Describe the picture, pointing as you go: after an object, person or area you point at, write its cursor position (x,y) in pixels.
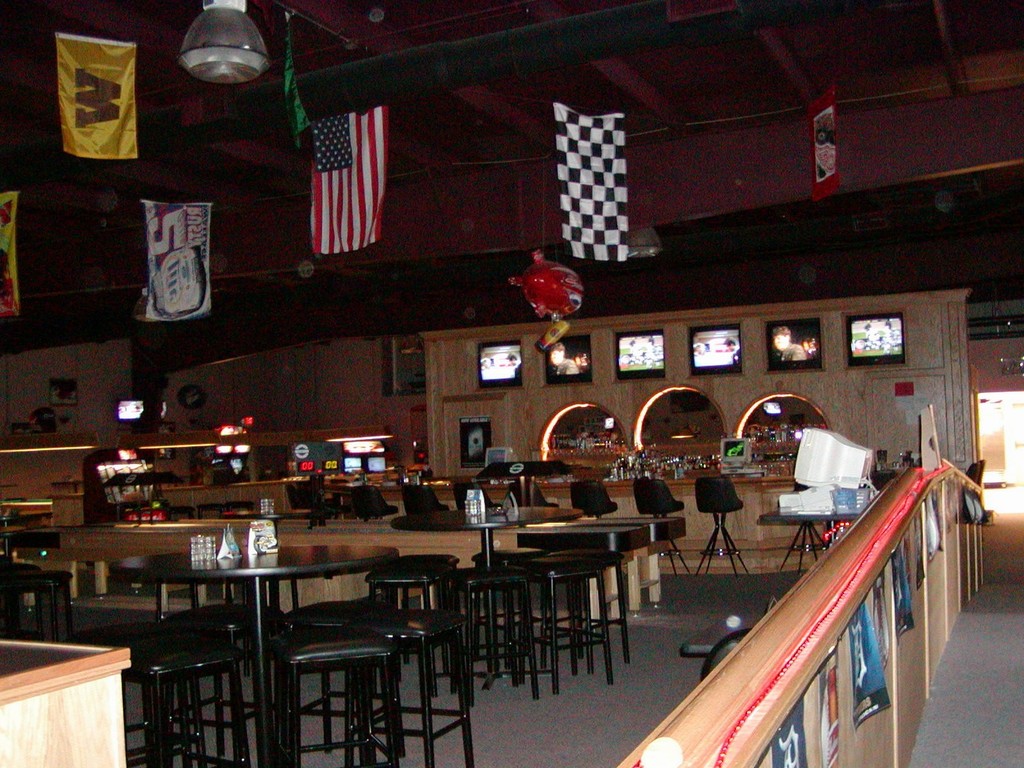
In this picture we can see a computer (825,482) on a table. There are a few objects (210,558) on the tables (313,569). We can see a few flags (605,147) and a light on top (570,159). There are a few chairs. We can see a few lights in the background (748,418).
